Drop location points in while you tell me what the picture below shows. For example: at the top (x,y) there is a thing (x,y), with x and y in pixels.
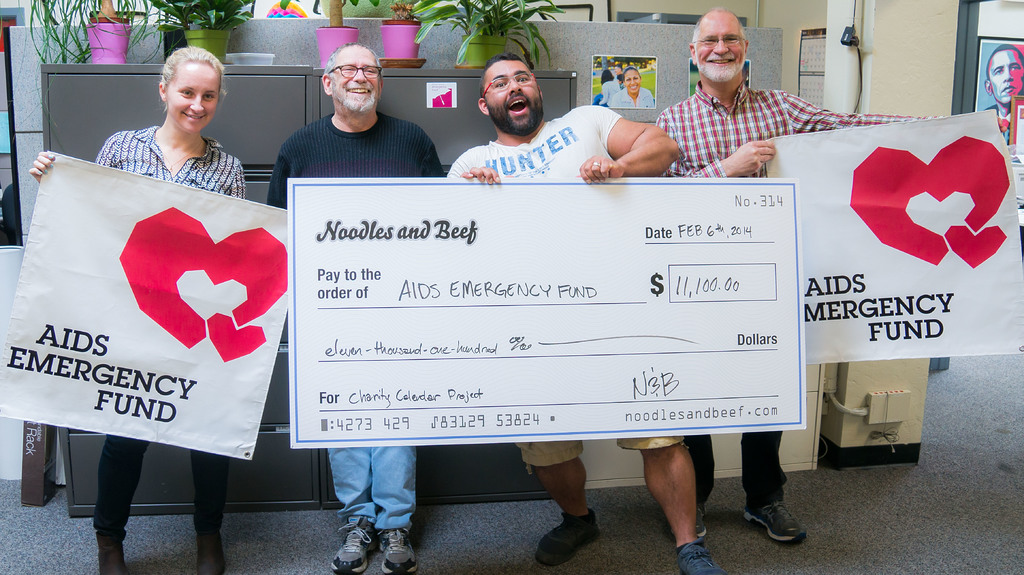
In this image I can see four people (311,129) with different color dresses (378,131). These people (348,153) are holding the boards (431,337) and banners (188,370). I can see aids emergency fund is written on the banners (127,362). In the back (300,111) I can see the cupboards (130,124) and there are flower pots (125,32) on the cupboard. I can see some photos (612,73) to the wall (622,50). In the background (810,64) there are some papers (811,77) can be seen to the wall (796,20).
